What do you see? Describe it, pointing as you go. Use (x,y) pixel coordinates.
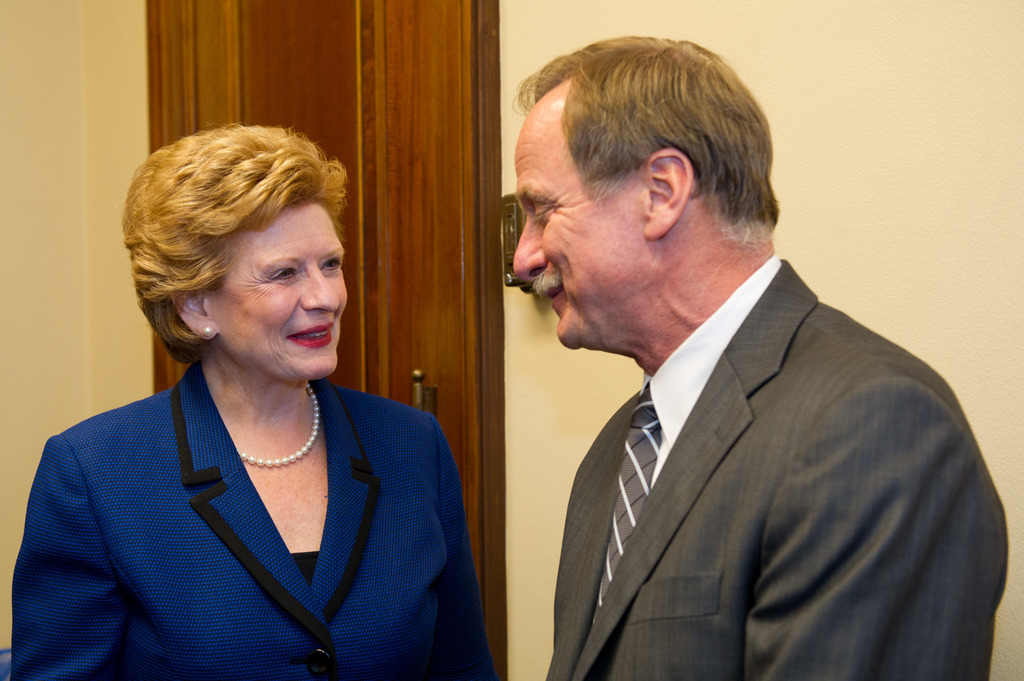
In the image there are two people (337,390) a woman (333,438) and a man (620,533), both of them are talking to each other, the woman (164,533) is wearing blue blazer (138,578) and the man (655,500) is wearing grey coat (655,500). There is a wall (768,89) behind them.
